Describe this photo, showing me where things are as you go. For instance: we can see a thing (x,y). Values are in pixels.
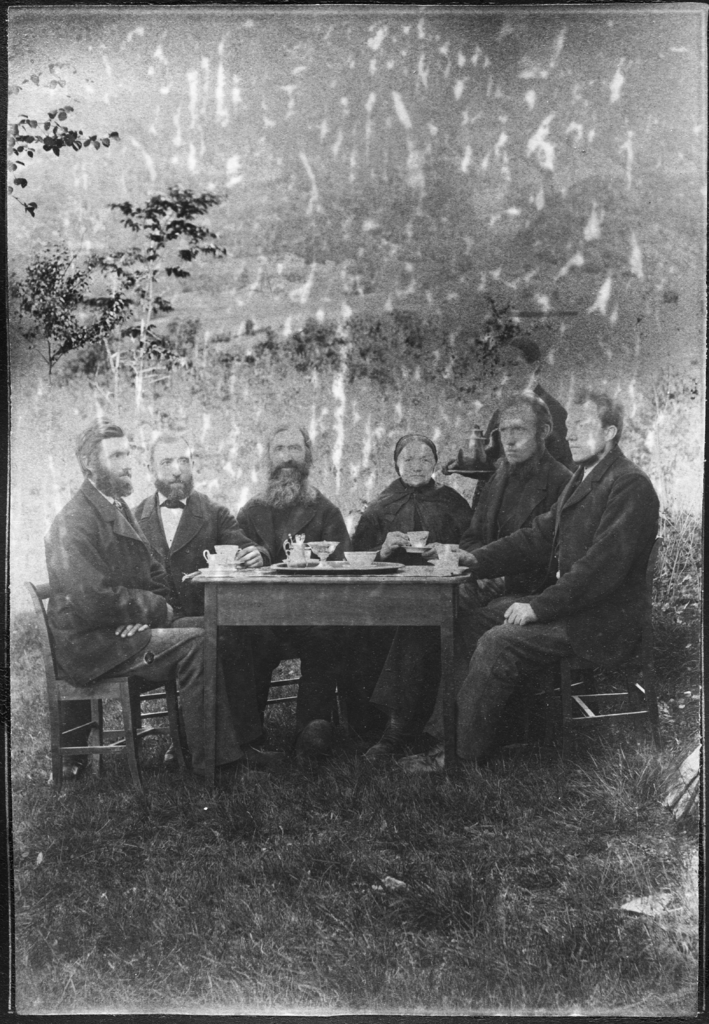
This is a black and white image there is grass (370,864) in the bottom (392,885) and table (249,577) in the middle (443,664). There are chairs (565,701) around the table (268,575). People (422,485) sat on chairs (562,709) around this table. This table (339,575) has cups (439,555), plate (359,569), bowl (317,545) and kettle (296,551). There is a tree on the left side (88,330).
